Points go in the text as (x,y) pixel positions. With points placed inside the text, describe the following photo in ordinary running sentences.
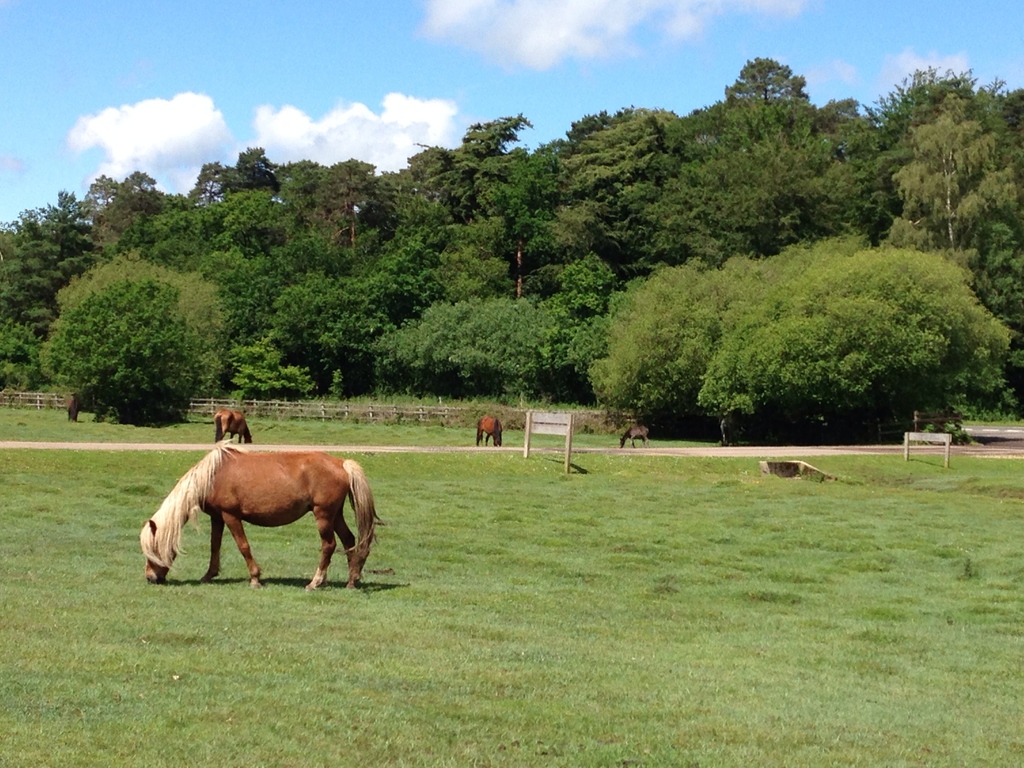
In this image we can see few animals (189,489) on the grassy land (373,477). Behind the animals (236,467) we can see a wooden fence (383,405) and a group of trees (411,293). At the top (441,80) we can see the sky (348,82).
